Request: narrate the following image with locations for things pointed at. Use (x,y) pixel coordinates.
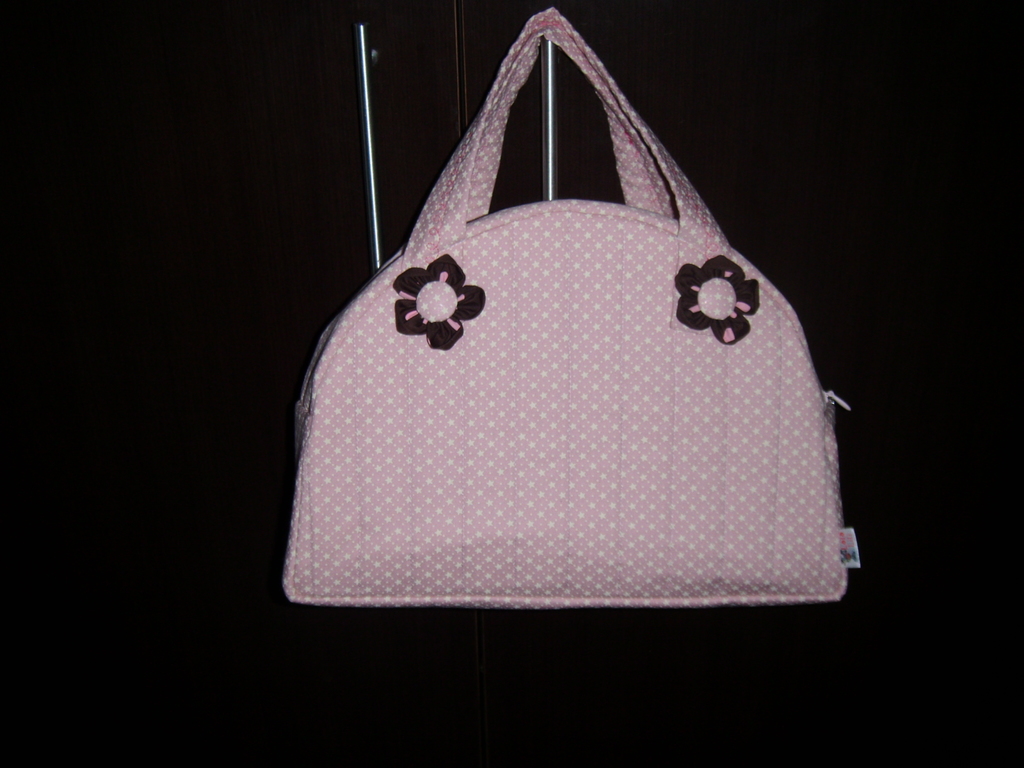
Here we can see a handbag (342,395) hung on something.
